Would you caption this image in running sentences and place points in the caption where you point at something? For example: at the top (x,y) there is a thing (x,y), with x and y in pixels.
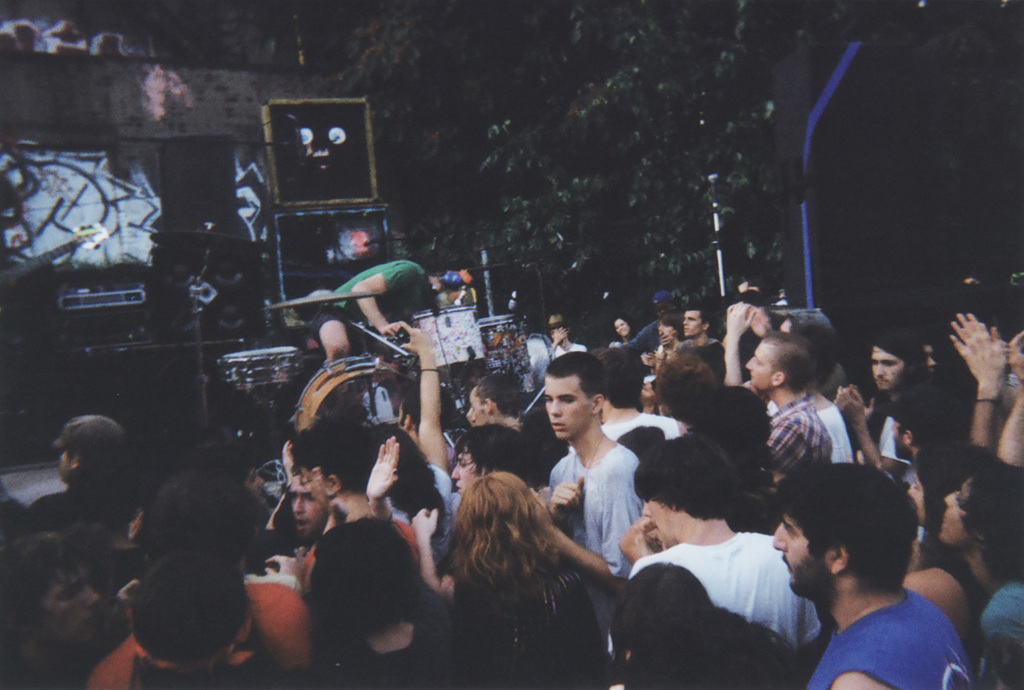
In the image I can see a person (339,332) who is playing the drums (244,352) on the dais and around there are some other people (584,498) and some musical instruments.
